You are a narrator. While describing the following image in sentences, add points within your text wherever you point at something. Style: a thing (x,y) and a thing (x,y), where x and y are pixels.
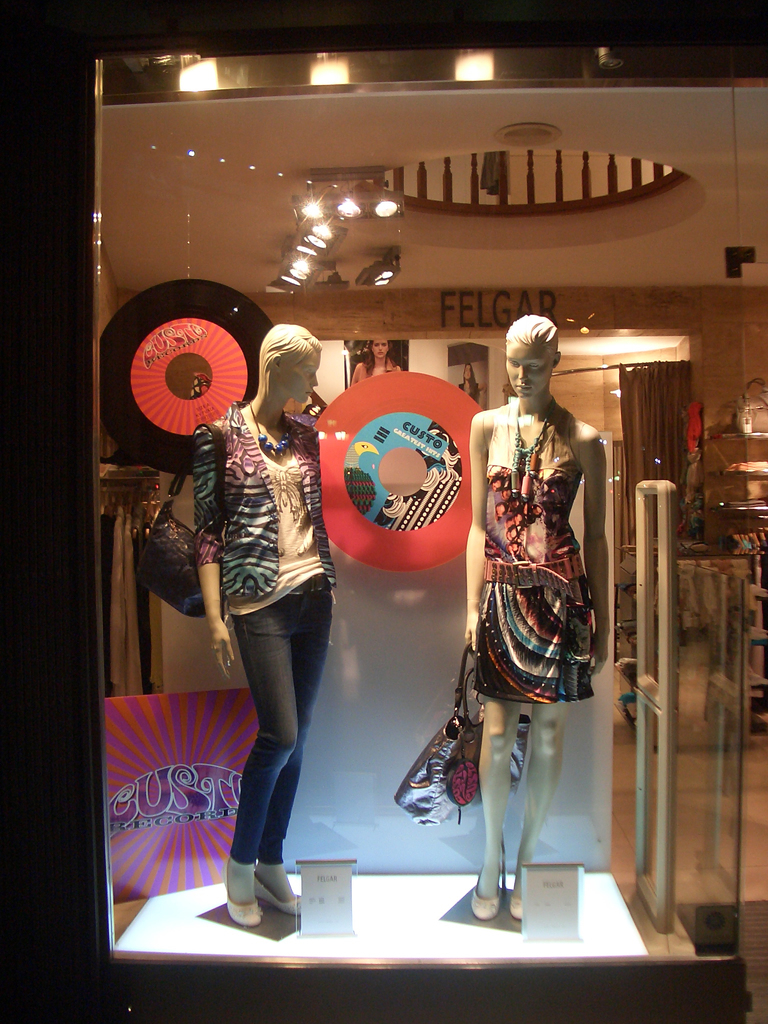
In this image I can see two mannequin (550,757), they are in cream color. I can also see a dress (530,635) which is in multi color, background (659,427) I can see few lights (310,204) and a curtain (649,416) in brown color.
